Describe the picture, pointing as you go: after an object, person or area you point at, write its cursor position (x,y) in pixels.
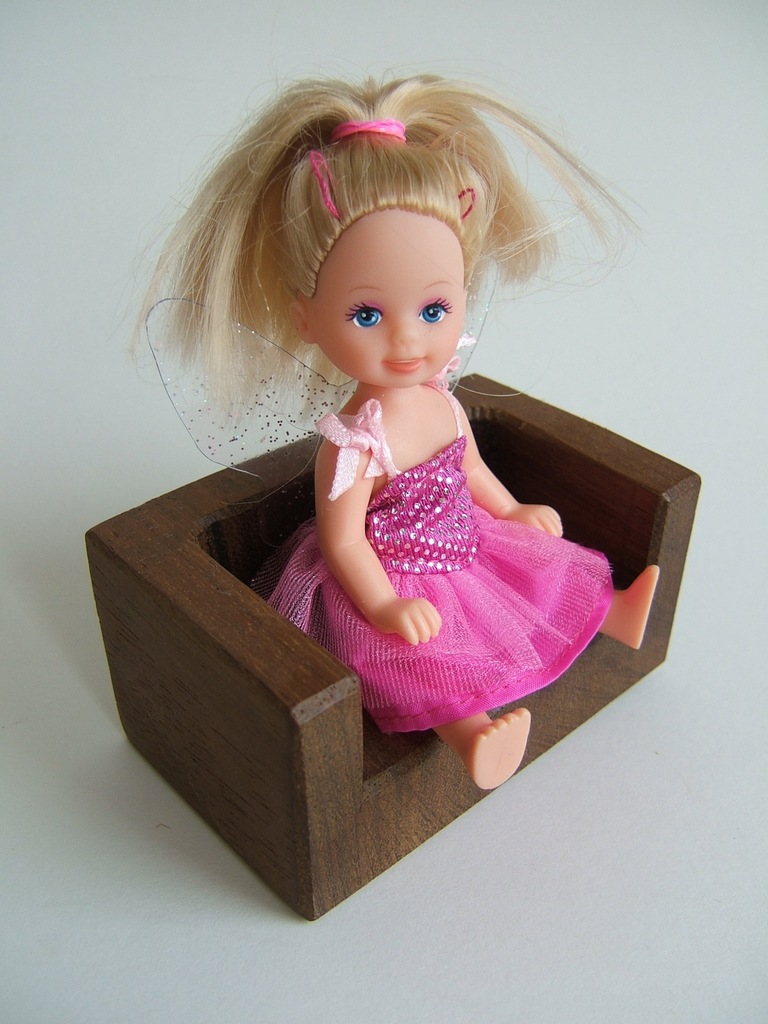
In this picture we can see a toy (319,510) sitting on the chair (339,768).
